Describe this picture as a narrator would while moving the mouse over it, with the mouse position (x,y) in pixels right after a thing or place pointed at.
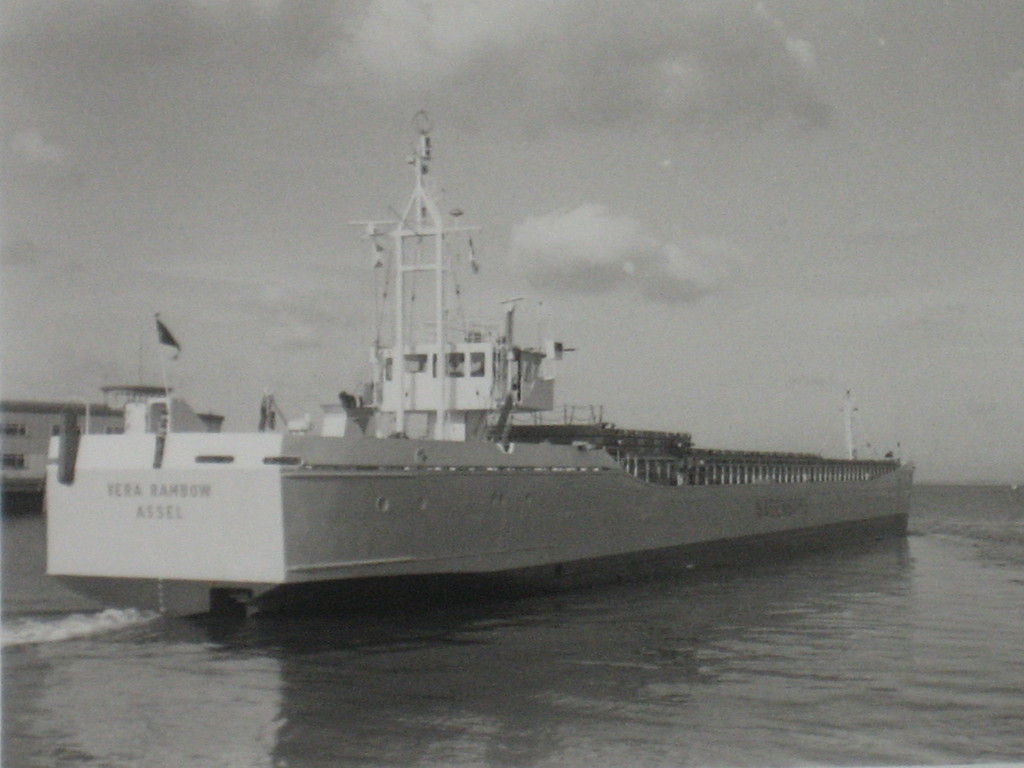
This is a black and white image. In this image we can see a ship (260,436). At the bottom of the image (842,691) there is water (653,662). At the top of the image (550,62) there is sky (467,123) and clouds (553,95).
